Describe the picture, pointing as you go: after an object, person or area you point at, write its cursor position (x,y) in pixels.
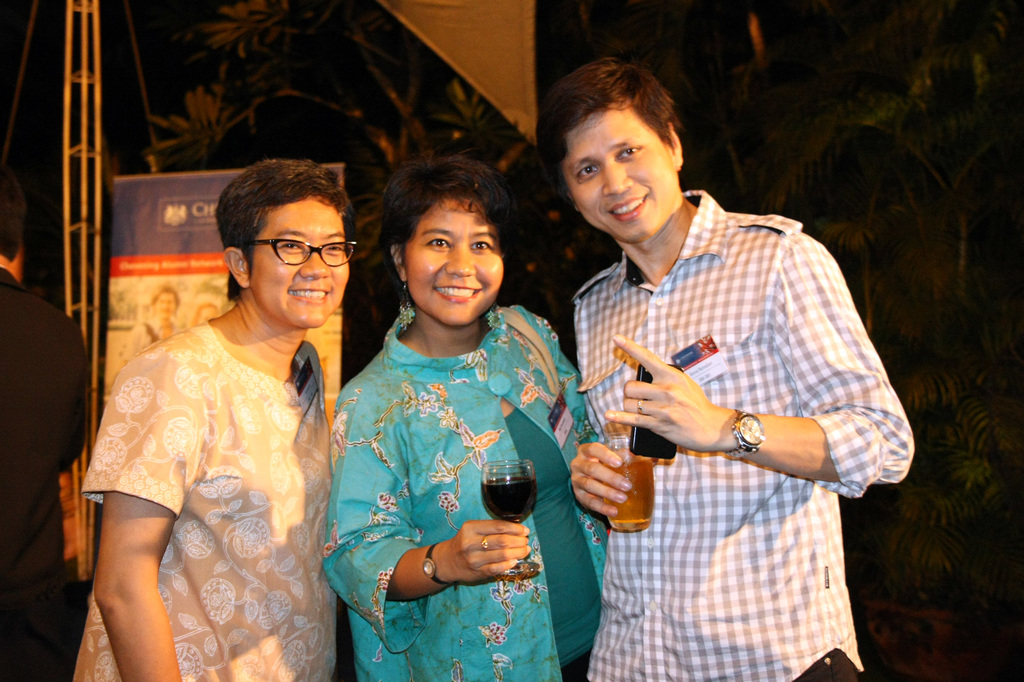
In this image I can see few people (373,431) with different color dresses (461,385). One person (299,284) is wearing the specs (285,249) and two people (507,553) are holding the glasses (519,519). In the background (182,285) I can see the board (158,246) and many trees (221,65).
